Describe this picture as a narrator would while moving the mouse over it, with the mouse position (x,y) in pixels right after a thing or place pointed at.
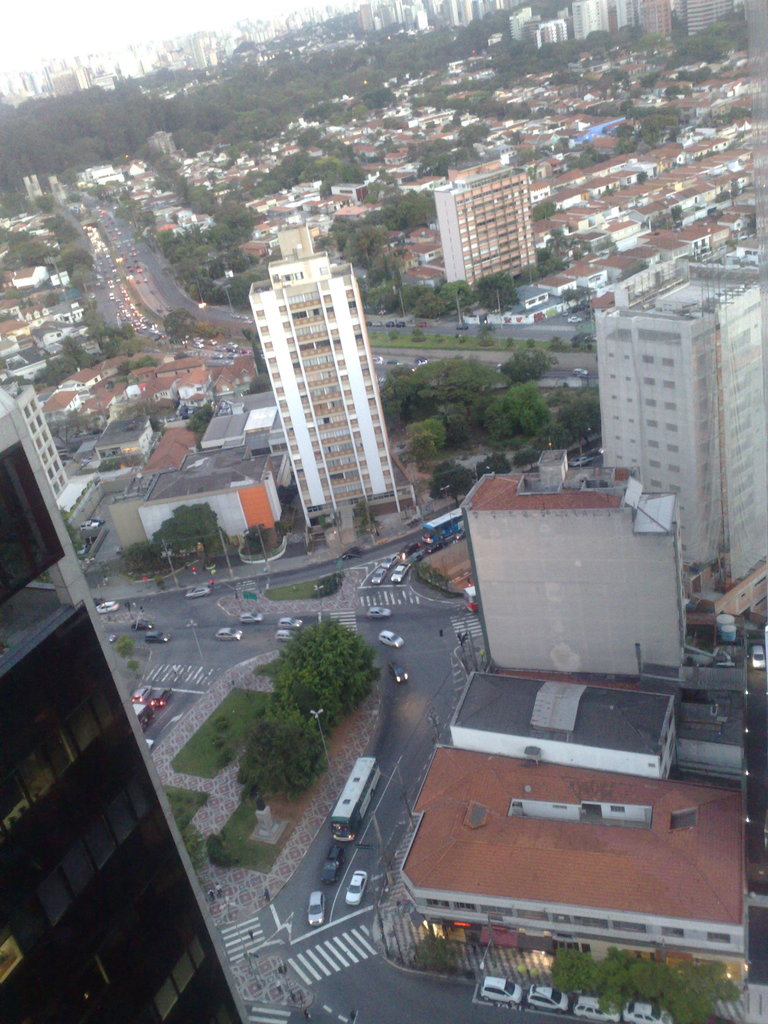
In the foreground (236,534) I can see buildings (428,811), trees (286,676), houses (411,878), vehicles (442,523) on the road (434,642), a crowd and windows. In the top left (34,65) I can see the sky (196,27). This image is taken may be during a day.
